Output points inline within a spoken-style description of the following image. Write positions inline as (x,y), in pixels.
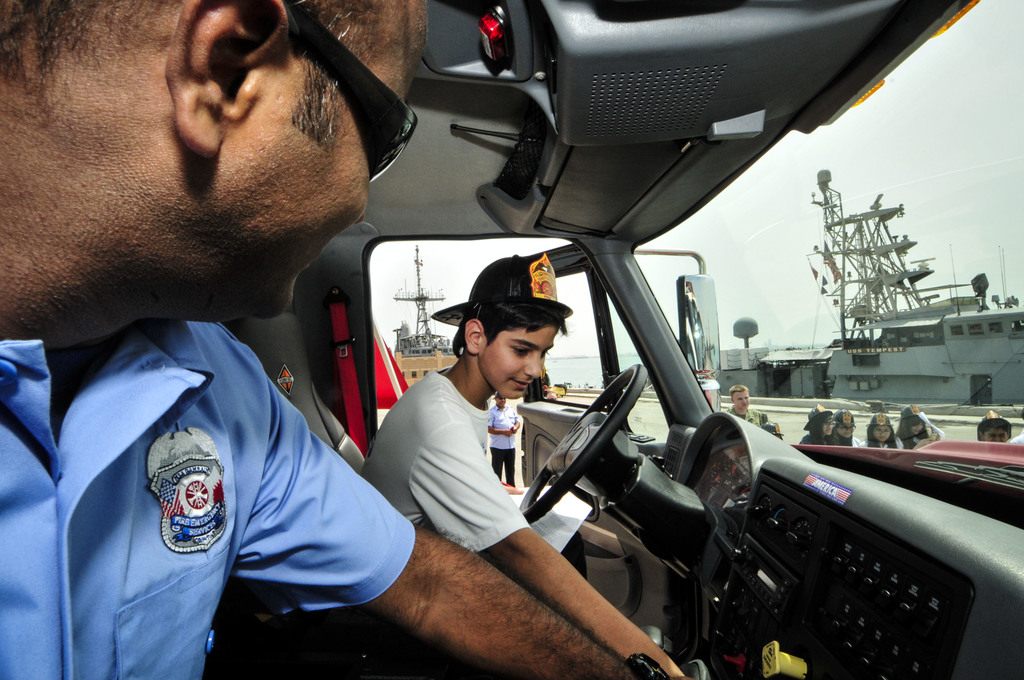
In the foreground (427,233) I can see two persons (543,290) in a vehicle (572,429). In the background (913,274) I can see a group of people (828,411) are standing on the road (790,413), fence (811,401), ships (844,366) in the water (575,376), ropes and the sky (953,123). This image is taken may be during a day may be near the ocean (561,363).
